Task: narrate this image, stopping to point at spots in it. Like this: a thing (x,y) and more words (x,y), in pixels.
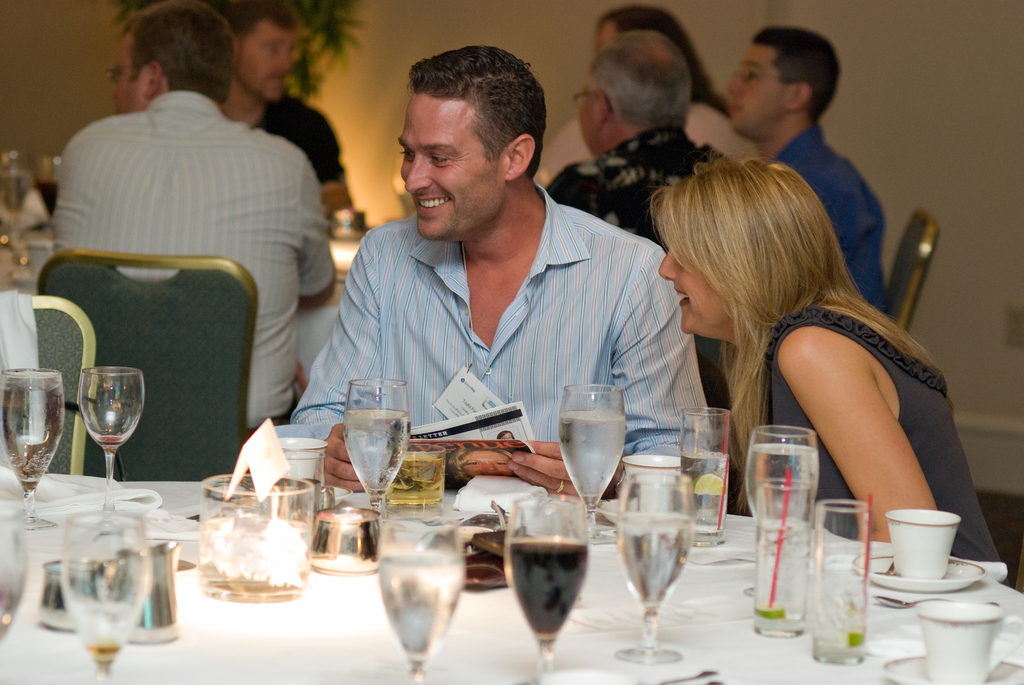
In the foreground (473,298), I can see a group of people (326,171) are sitting on the chairs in front of tables (811,546), on which I can see glasses (381,516) filled with beverages (558,578), cups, plates (620,674) and so on. In the background (448,13), I can see houseplants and a wall (419,38). This image taken, maybe in a hotel.
